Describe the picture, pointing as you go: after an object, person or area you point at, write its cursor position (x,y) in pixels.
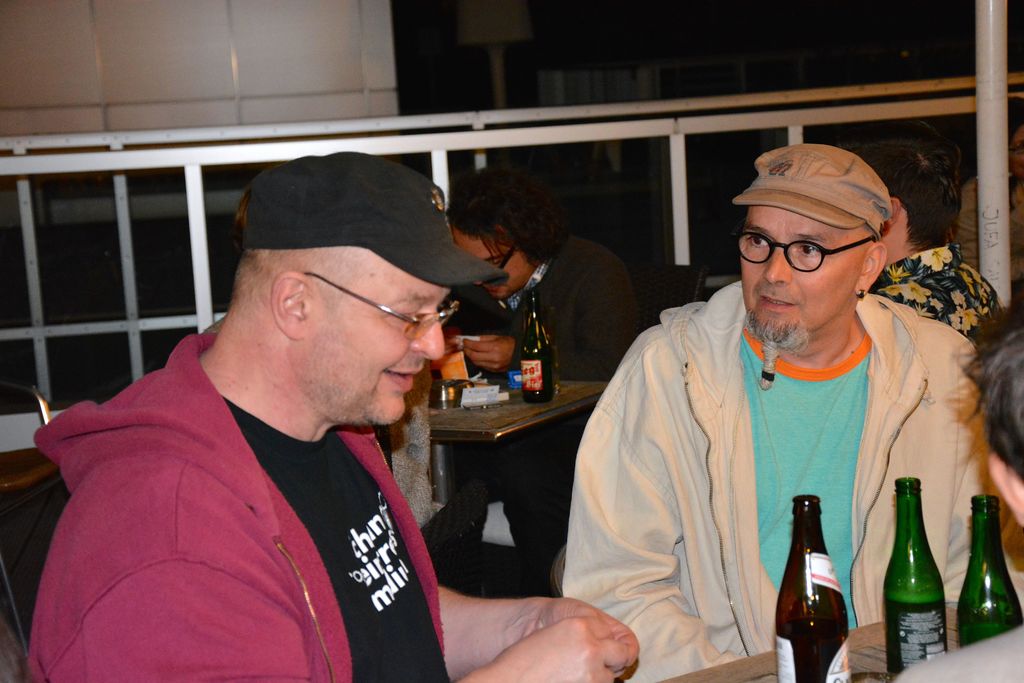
There are group of persons (401,413) sitting on the chair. This is a table (512,408) where a beer bottle (537,376) and some objects (469,393) are placed. This looks like a white pole (1002,150). At background (545,119) I can see a white barricade (484,137).
